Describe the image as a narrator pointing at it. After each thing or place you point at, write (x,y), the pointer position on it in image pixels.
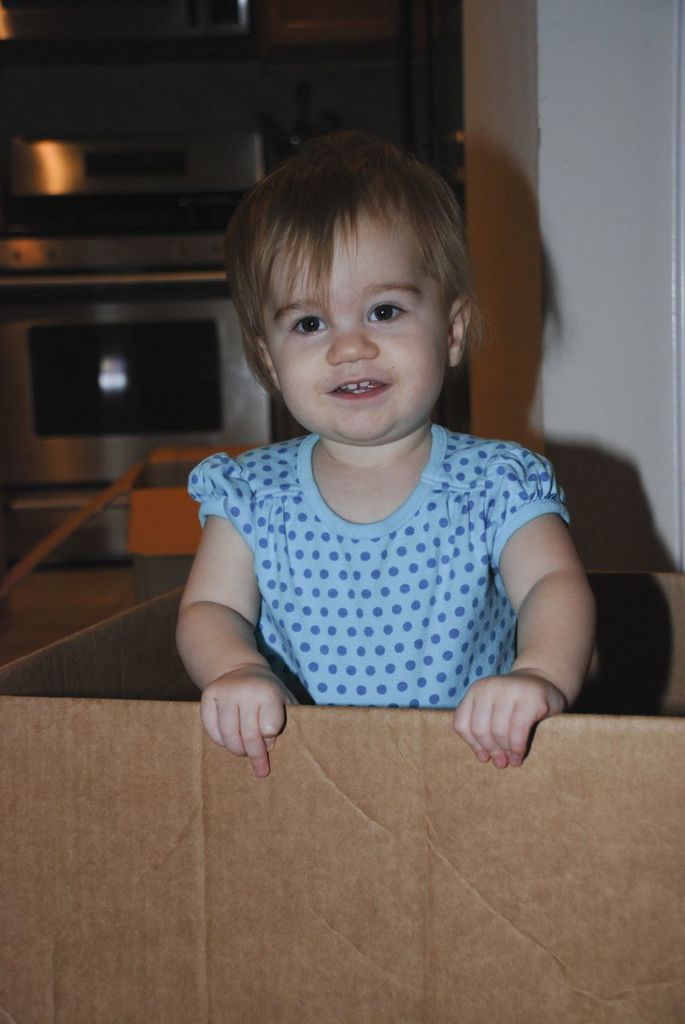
In this image we can see a person (385,704) in a box (394,805). Behind the person (316,378) we can see few objects (108,0) and a wall (502,175).
